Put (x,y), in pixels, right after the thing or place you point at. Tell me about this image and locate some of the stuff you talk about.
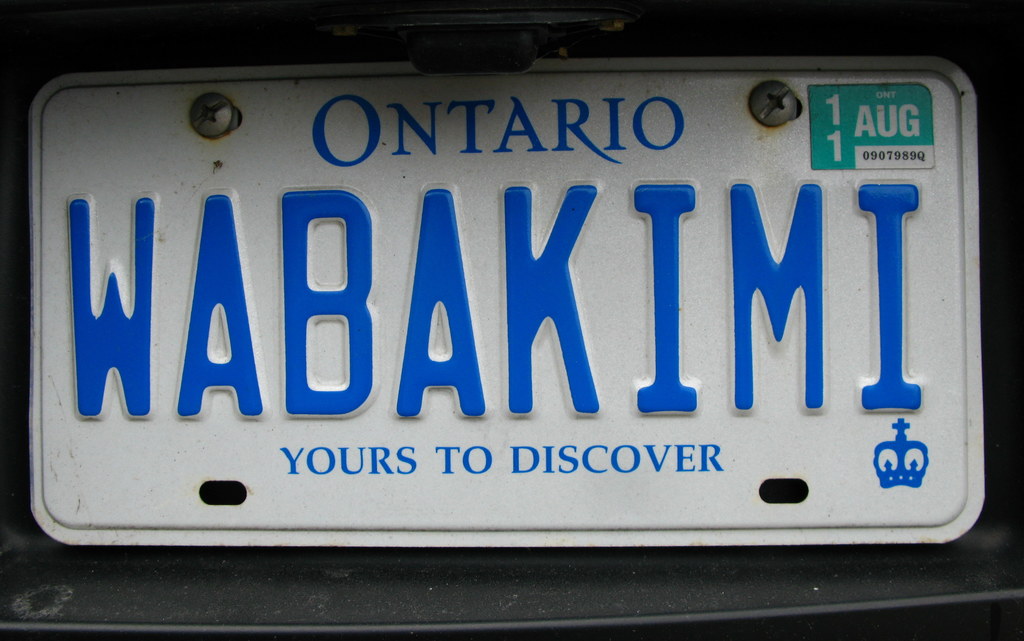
In this picture, it looks like a registration plate (368,377) of a vehicle (1019,514). On the registration plate (406,279) there are screws (773,105) and a sticker (835,126). Behind the registration plate (710,200) there is a black object (522,621).
